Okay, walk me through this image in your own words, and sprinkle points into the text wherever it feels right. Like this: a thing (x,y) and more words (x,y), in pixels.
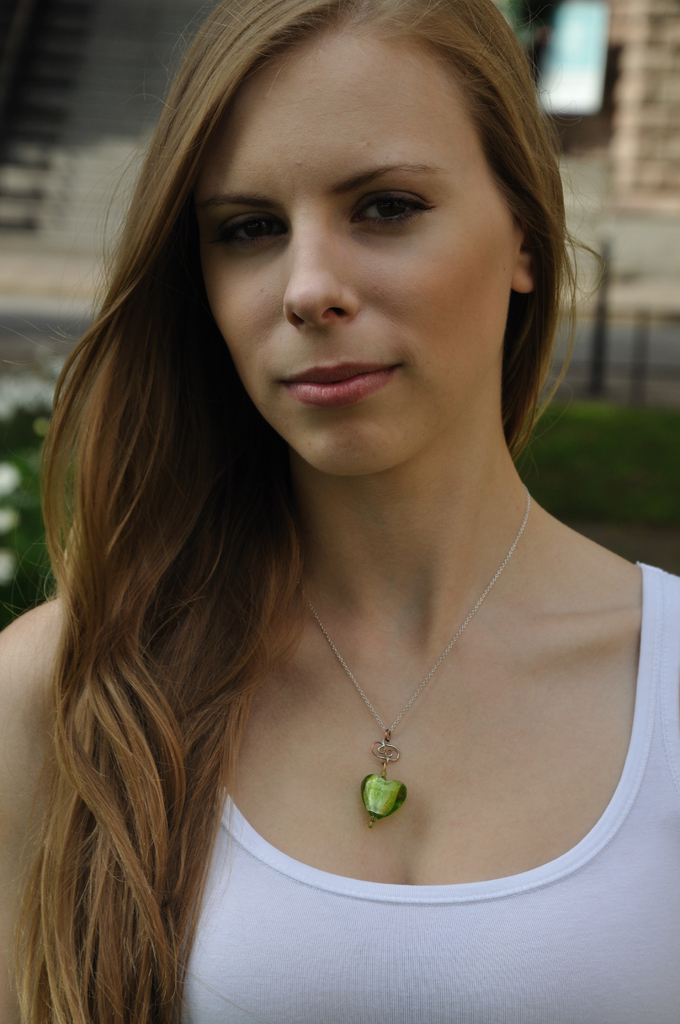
In this image we can see a woman (346,648) is standing, she's smiling, she's wearing the locket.
